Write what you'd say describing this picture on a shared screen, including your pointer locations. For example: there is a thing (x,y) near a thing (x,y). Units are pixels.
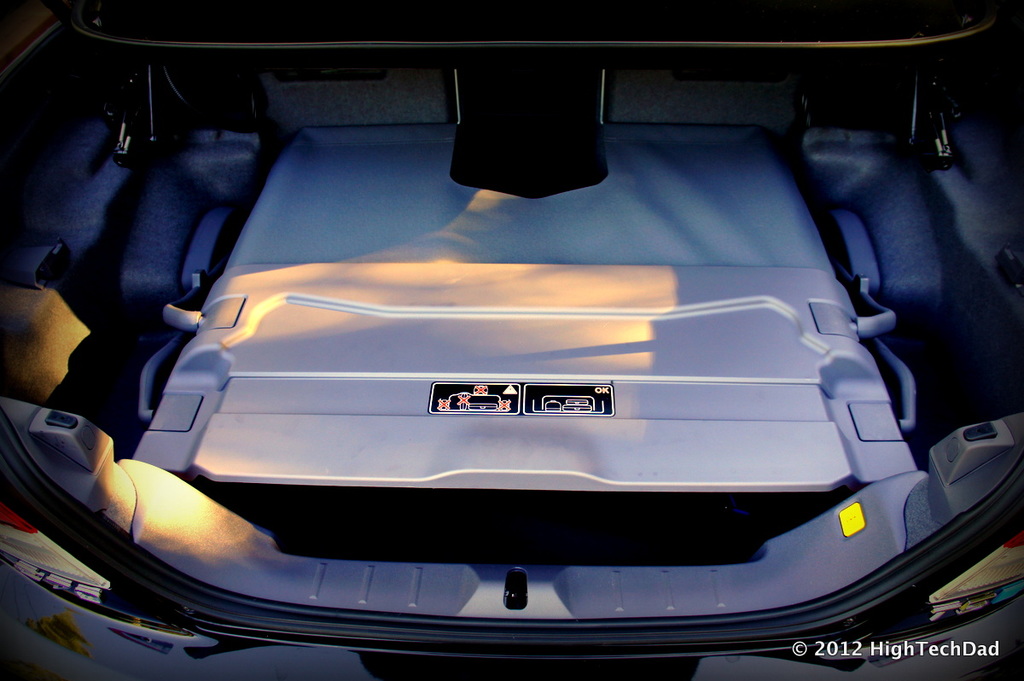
In this picture we can see a trunk (306,382) of a vehicle (340,335), at the right bottom (925,645) there is some text (878,648).
